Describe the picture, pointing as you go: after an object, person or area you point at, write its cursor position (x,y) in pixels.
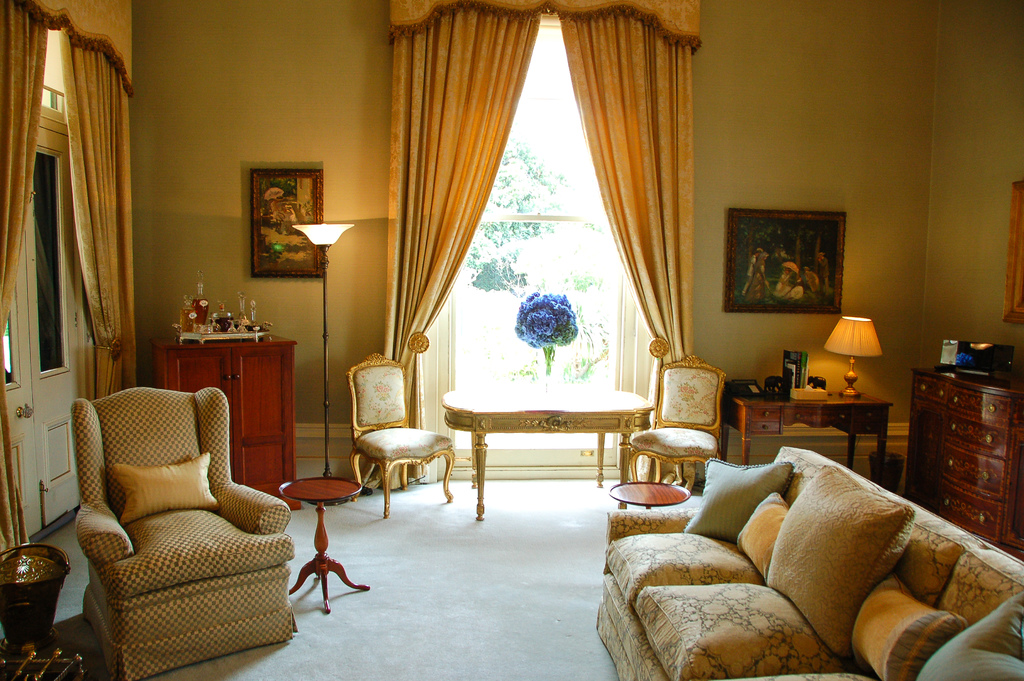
This picture is clicked inside the room (557,525). Here, we see sofa (702,610), table (559,412) and chairs (395,433) in that room (694,462) and beside that, we see a brown table (826,408) on which lamp (852,372) and book (803,371) are placed. Behind that, we see a wall (743,354) on which photo frame (816,267) is placed and beside that, we see a window (495,260) from which we can see trees (513,238), we even see curtains (493,136). On the left corner of the picture (60,275), we see white door (65,345).
